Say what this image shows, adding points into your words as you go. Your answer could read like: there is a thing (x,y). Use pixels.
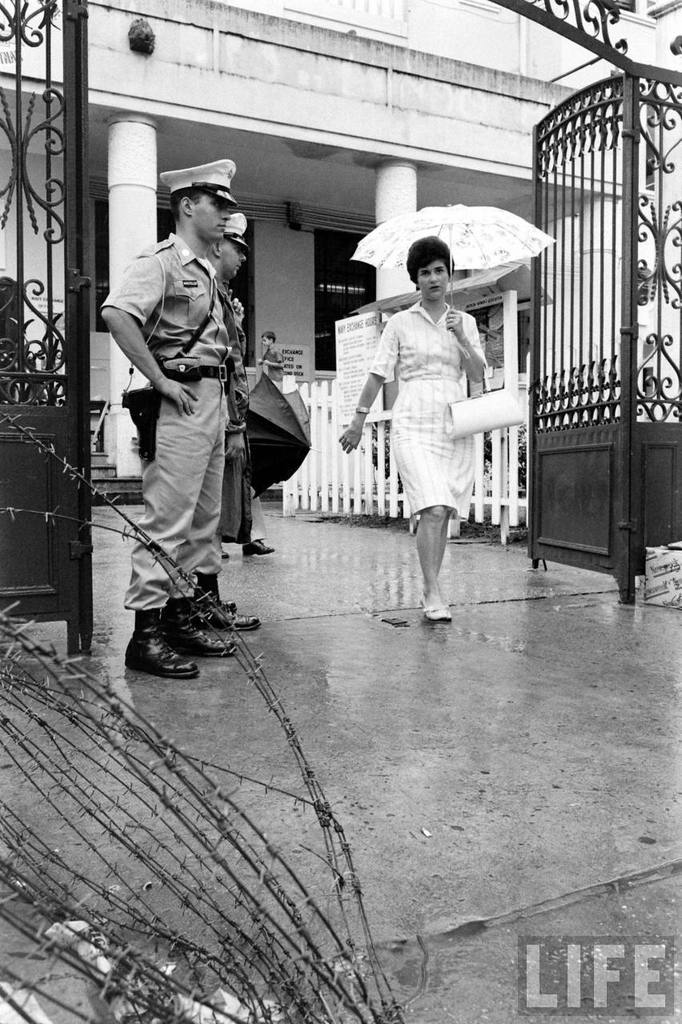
In this picture we can see two men (157,348) wore caps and standing and in front of them we can see a woman (427,375) holding an umbrella (480,263) with her hand (455,322) and walking on the ground (438,746), gate (569,103), fence (371,459), box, posters (338,385) and some objects (141,395) and in the background (105,361) we can see pillars (112,225), building (337,21) and some people (271,365).
